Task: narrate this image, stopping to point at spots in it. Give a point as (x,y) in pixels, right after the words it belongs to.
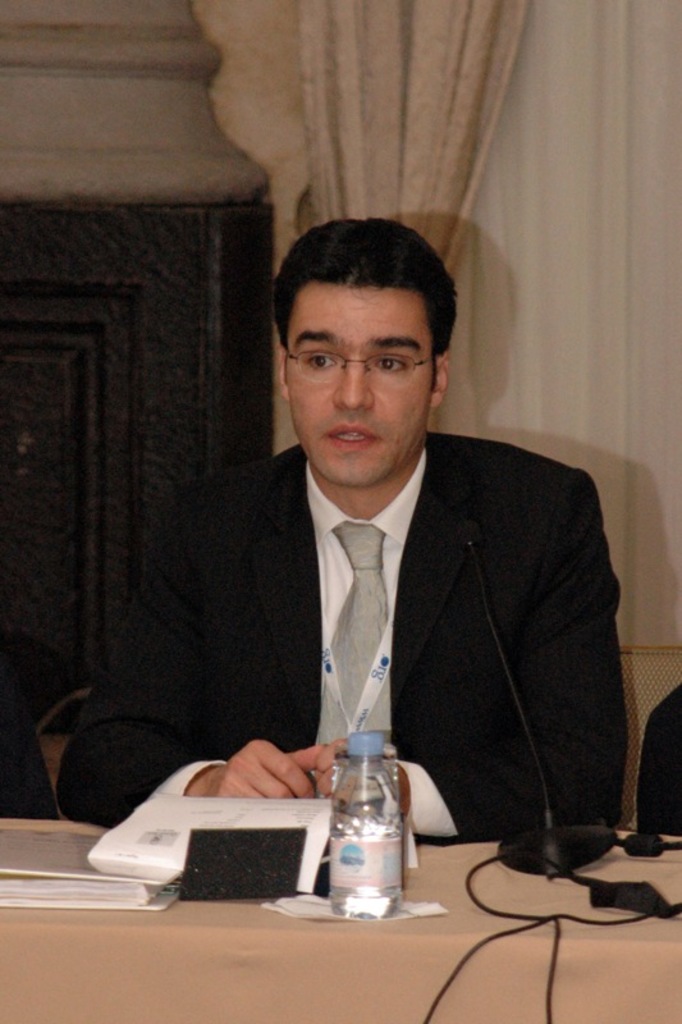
The person (261,594) wearing suit (274,625) is sitting and speaking in front of a mic (477,546) and there is a table (446,844) in front of him which has some objects (300,867) on it.
